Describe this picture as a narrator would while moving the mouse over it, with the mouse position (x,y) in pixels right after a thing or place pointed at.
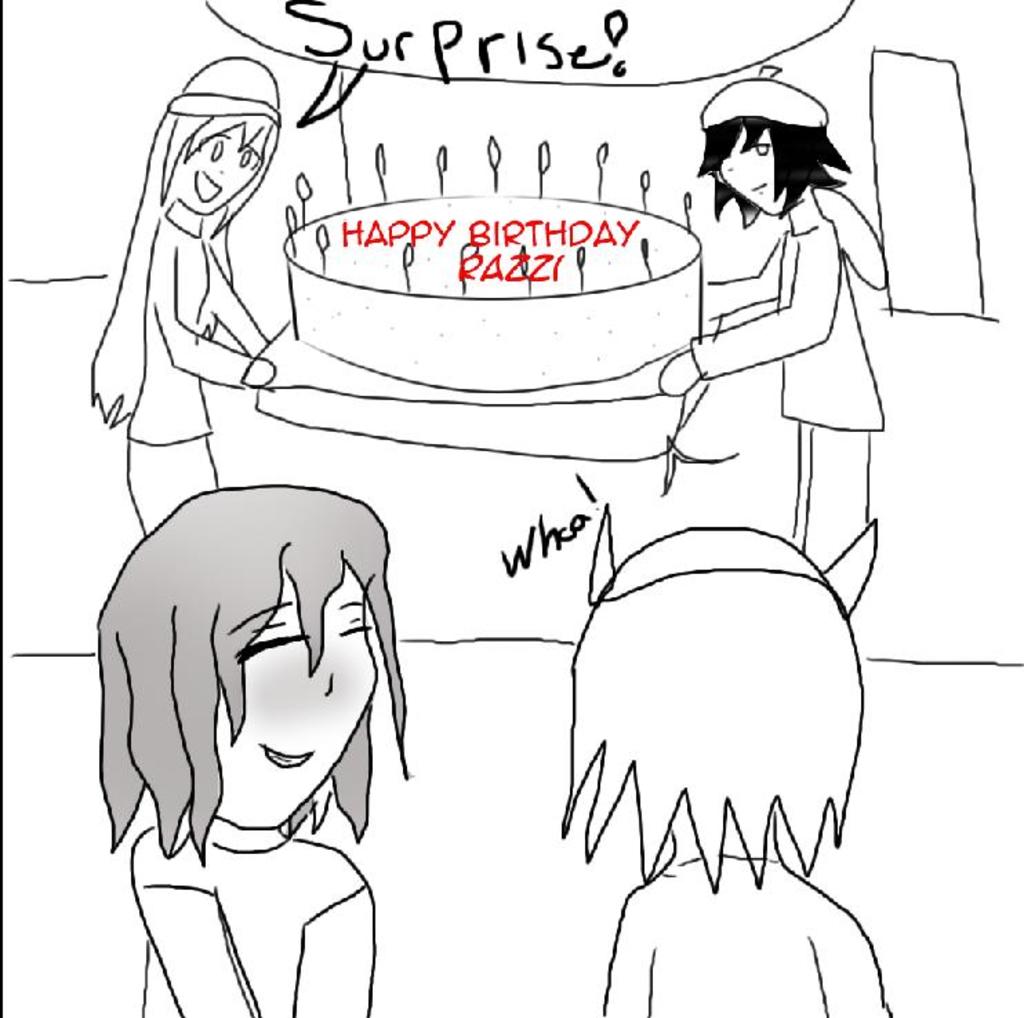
In this image, we can see depiction of persons (797,219), cake (478,327) and some text (516,53).
